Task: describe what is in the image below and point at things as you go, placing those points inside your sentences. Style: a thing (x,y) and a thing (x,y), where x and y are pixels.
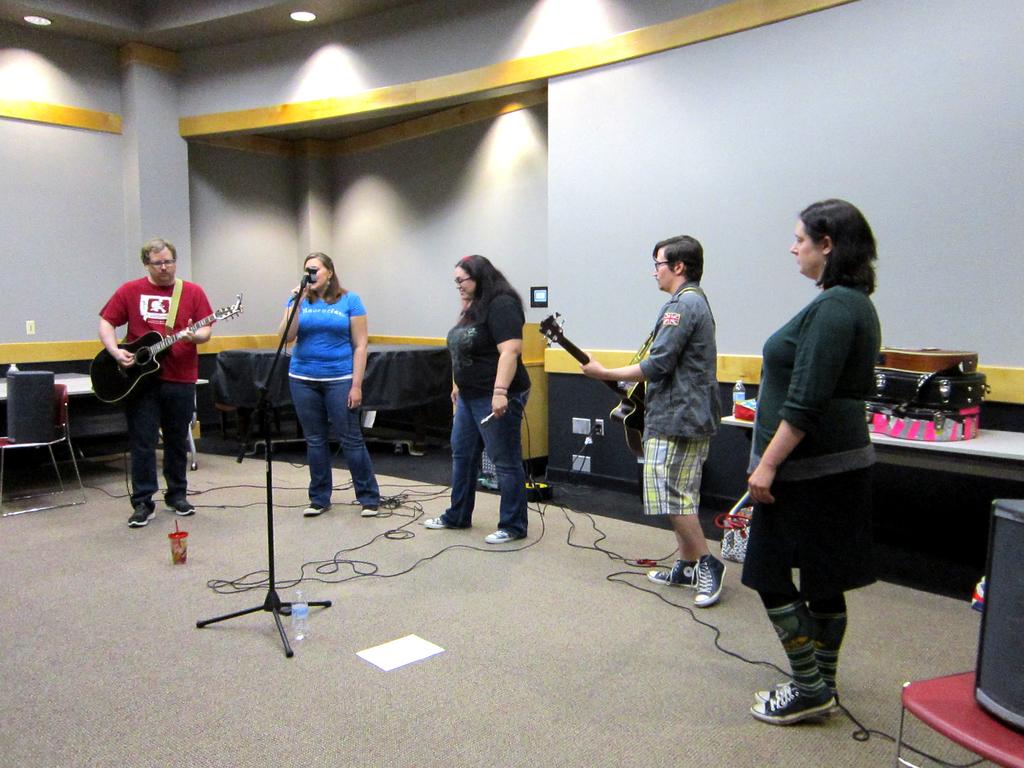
In this picture there are group of people (796,232), those who are standing in a row, they are playing the music, the person (180,345) who is standing at the left side of the image (183,315), he is playing the guitar (197,323) and the lady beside him she is singing in the mic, there is a person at the right side of the image (706,340) he is also playing the guitar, there is a chair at the right side of the image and there are lights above the area of the image.
